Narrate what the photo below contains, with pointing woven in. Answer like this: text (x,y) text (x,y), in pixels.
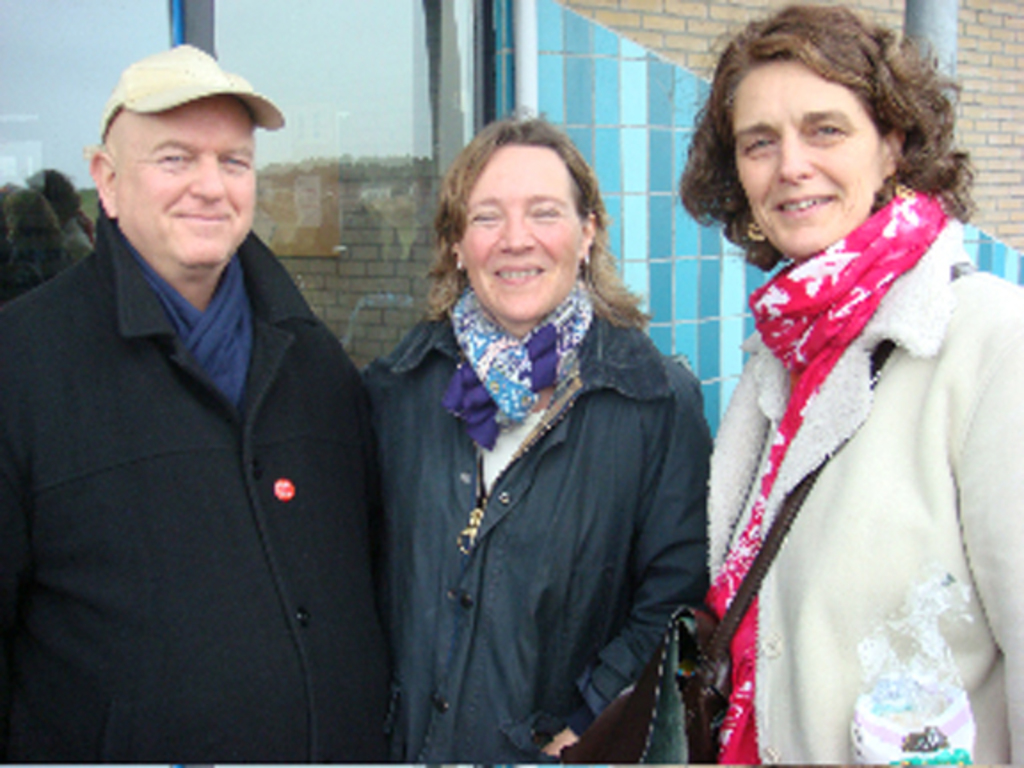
In the middle of the image (589,283) three persons (227,106) are standing and smiling. Behind them we can see a building (1010,14).
